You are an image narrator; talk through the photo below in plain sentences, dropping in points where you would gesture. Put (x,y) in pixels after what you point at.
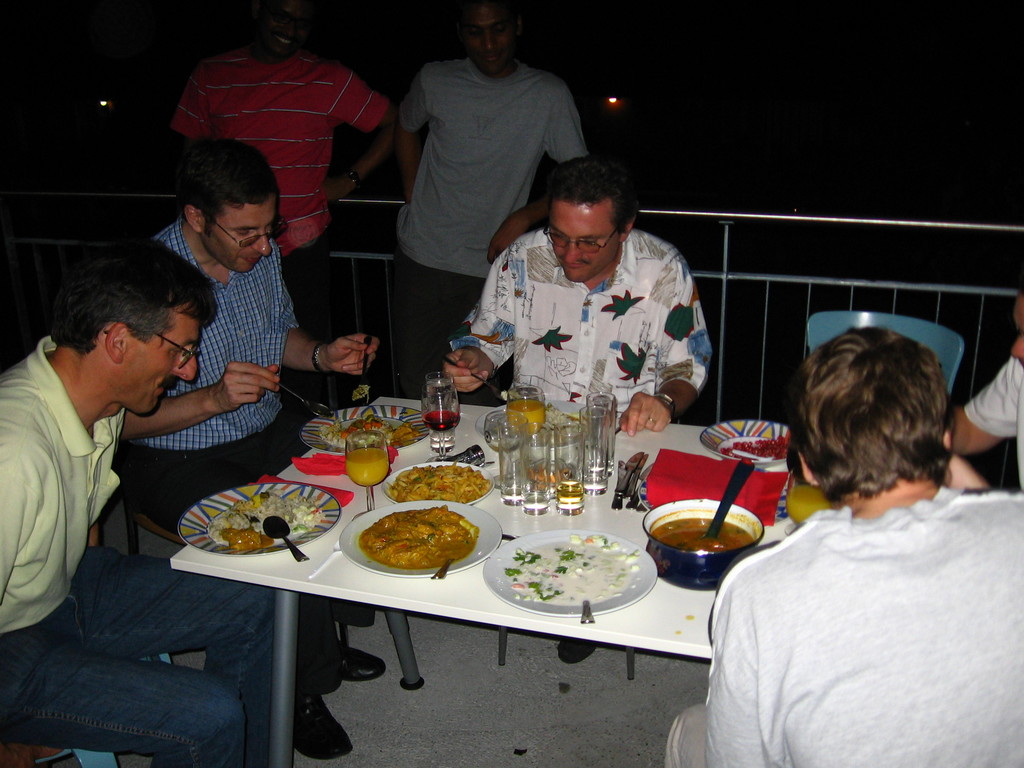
As we can see in the image there are two people (447,199) standing and five people (172,461) sitting on chairs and there is a table (341,578) over here. On table (358,580) there are plates (331,504), glasses (367,451) and spoons (292,547).
